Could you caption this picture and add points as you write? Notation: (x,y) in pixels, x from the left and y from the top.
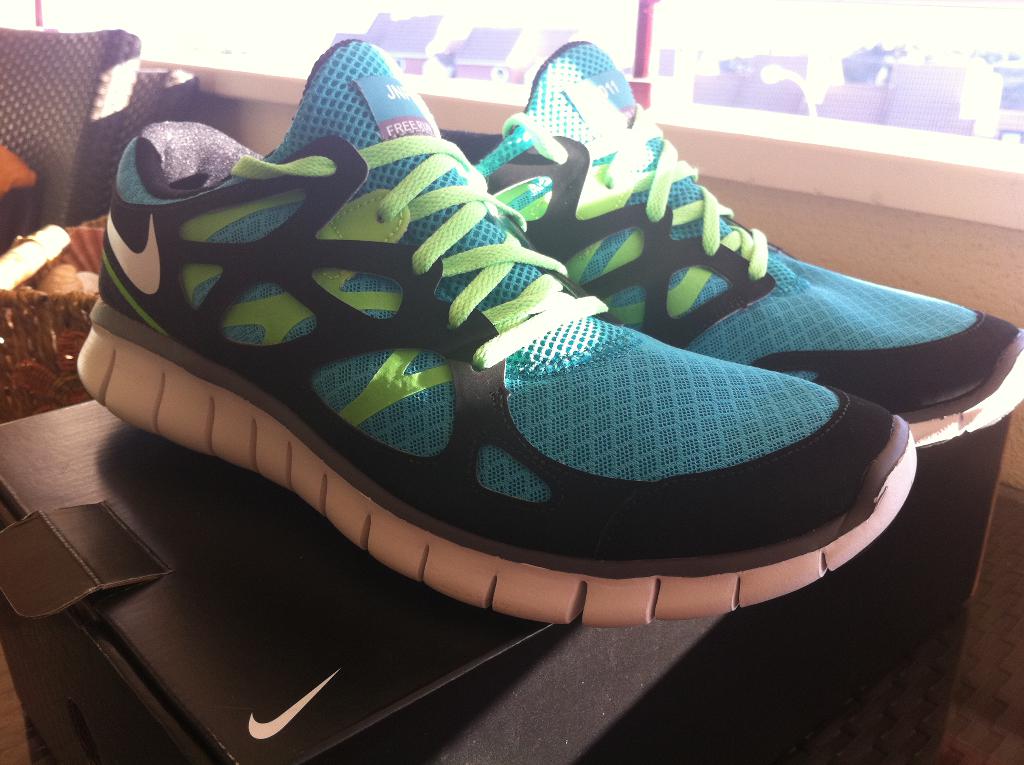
In the middle of this image (579,260), there are two shoes (218,226) which are in blue, black, green and white color combination on the surface (638,629). In the background (53,267), there is a red color pole (645,14) on a wall (285,93) and there are other objects (124,45).
